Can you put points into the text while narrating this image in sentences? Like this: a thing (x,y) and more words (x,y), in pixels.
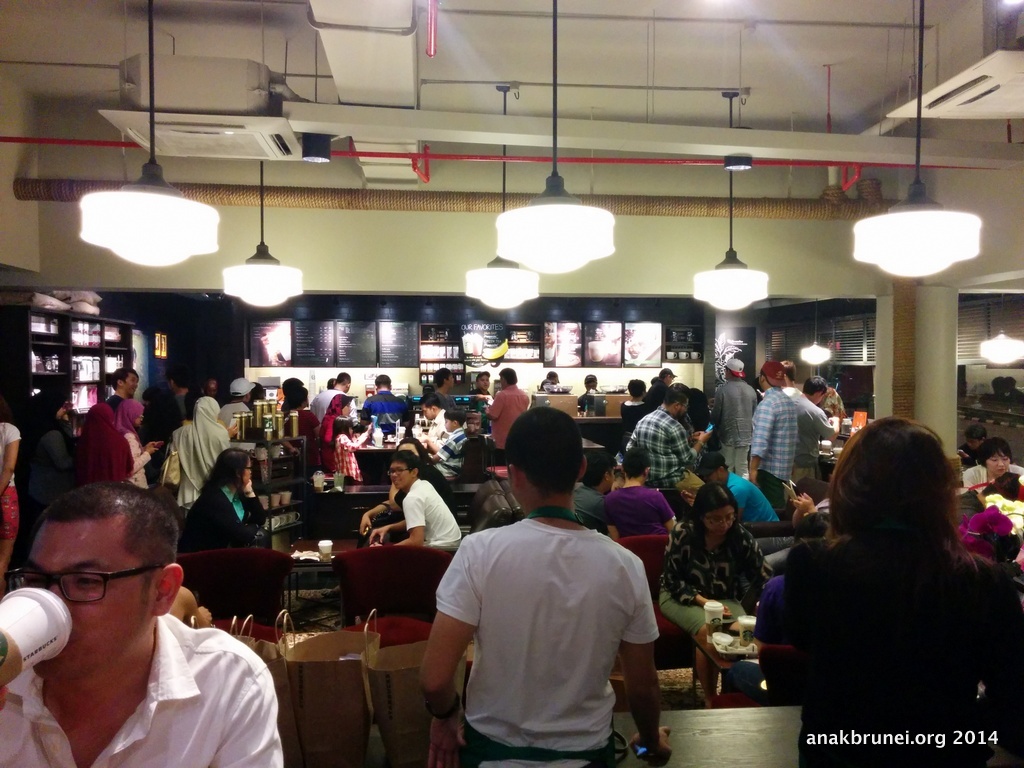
In this picture I can see group of people (547,624) standing, there are group of people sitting on the chairs (268,597), there are ceiling cassettes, there are bags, there are some objects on the tables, there are boards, lights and there is a watermark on the image.
